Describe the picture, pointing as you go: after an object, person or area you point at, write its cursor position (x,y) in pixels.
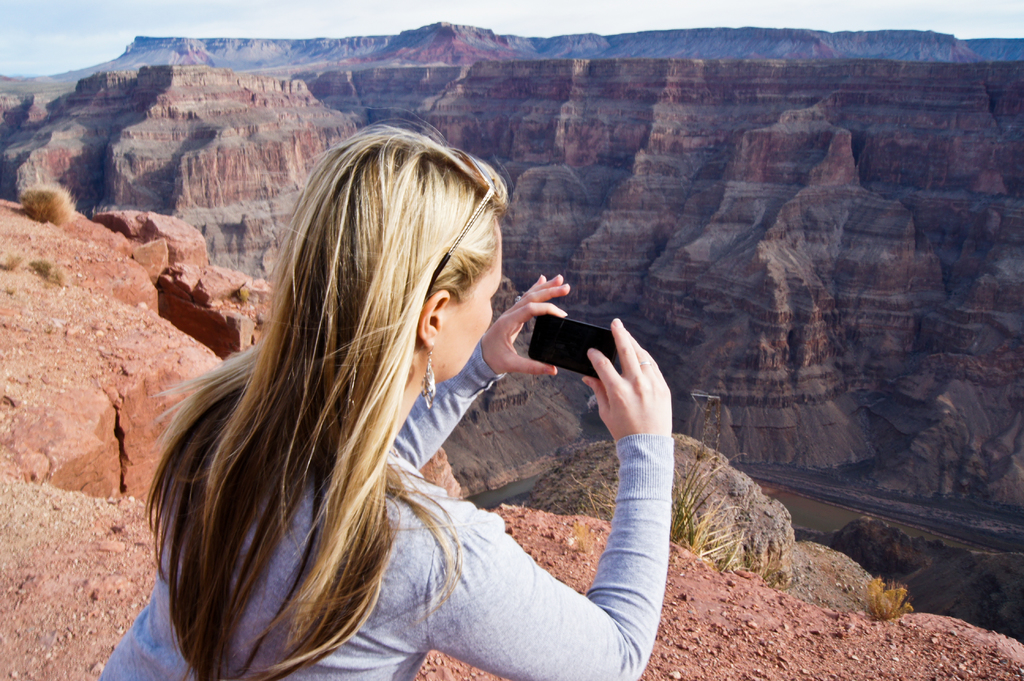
In the picture I can see a woman (373,557) holding a mobile phone (576,342) in her hands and there are few mountains (615,161) in front of her.
